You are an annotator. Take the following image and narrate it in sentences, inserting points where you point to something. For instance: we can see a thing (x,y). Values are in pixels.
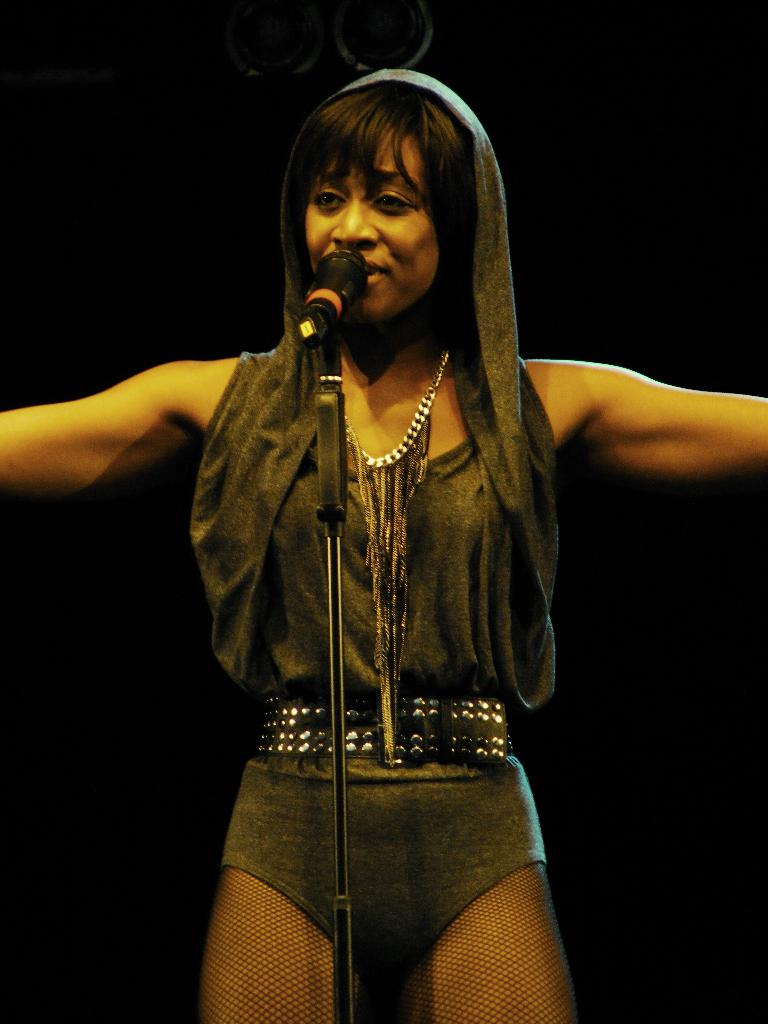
In the foreground of this image (415,768), there is a woman (463,858) standing in front of a mic (319,340) and stretching her both the hands (67,424) and there is a dark background (117,121).
